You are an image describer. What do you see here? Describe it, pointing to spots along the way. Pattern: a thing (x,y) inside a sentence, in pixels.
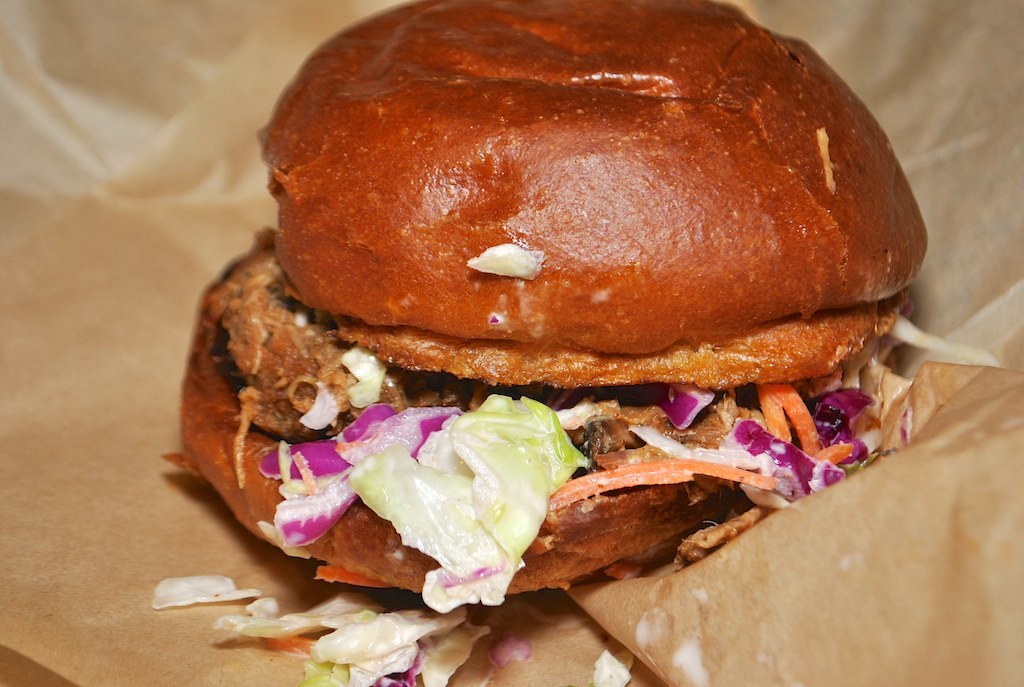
In this picture we can see there is bread (578,239) and some ingredients (348,427) on the paper (104,345).
